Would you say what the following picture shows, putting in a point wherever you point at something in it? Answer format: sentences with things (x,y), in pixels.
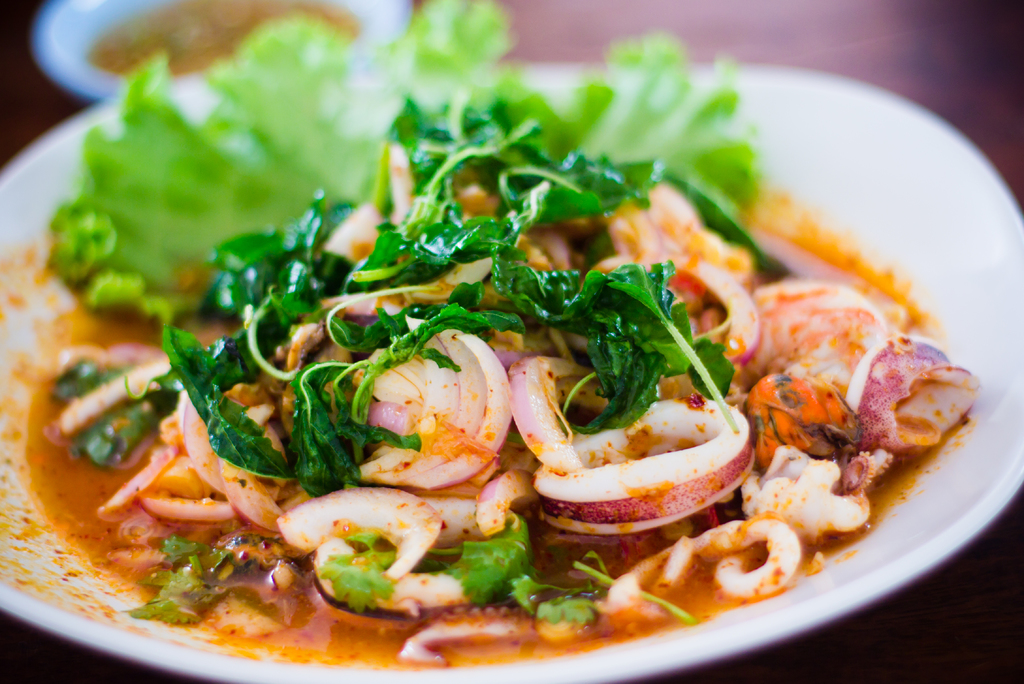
In this image I can see a white colour plate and in it I can see green colour leaves (668,78), onions (366,319) and other foodstuffs (454,608). On the top left side of this image (63,32) I can see a blue colour plate (104,29) and in it I can see something. I can also see this image is little bit blurry in the background (233,26).
